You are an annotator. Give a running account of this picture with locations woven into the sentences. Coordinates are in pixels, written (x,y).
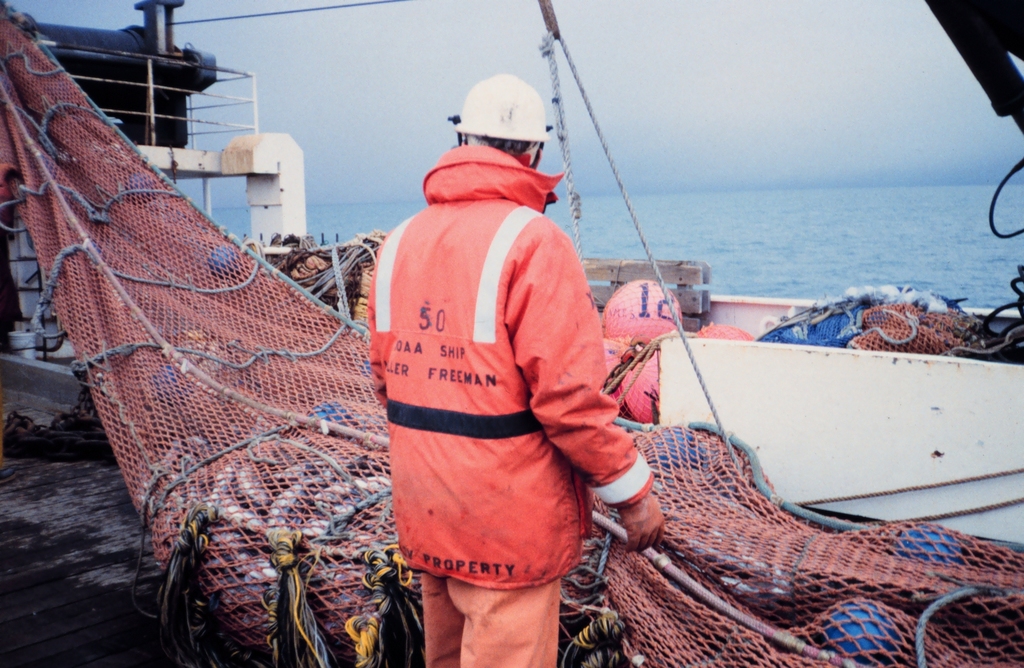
In this picture there is man (478,298) who is standing in the center of the image (458,252), in a ship (160,161), there is a big fishing net (957,642) in front of him and there are other fishing nets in front of him and there are ropes (361,4) at the top side of the image (575,205) and there is water (865,259) in the background area of the image (863,227).
